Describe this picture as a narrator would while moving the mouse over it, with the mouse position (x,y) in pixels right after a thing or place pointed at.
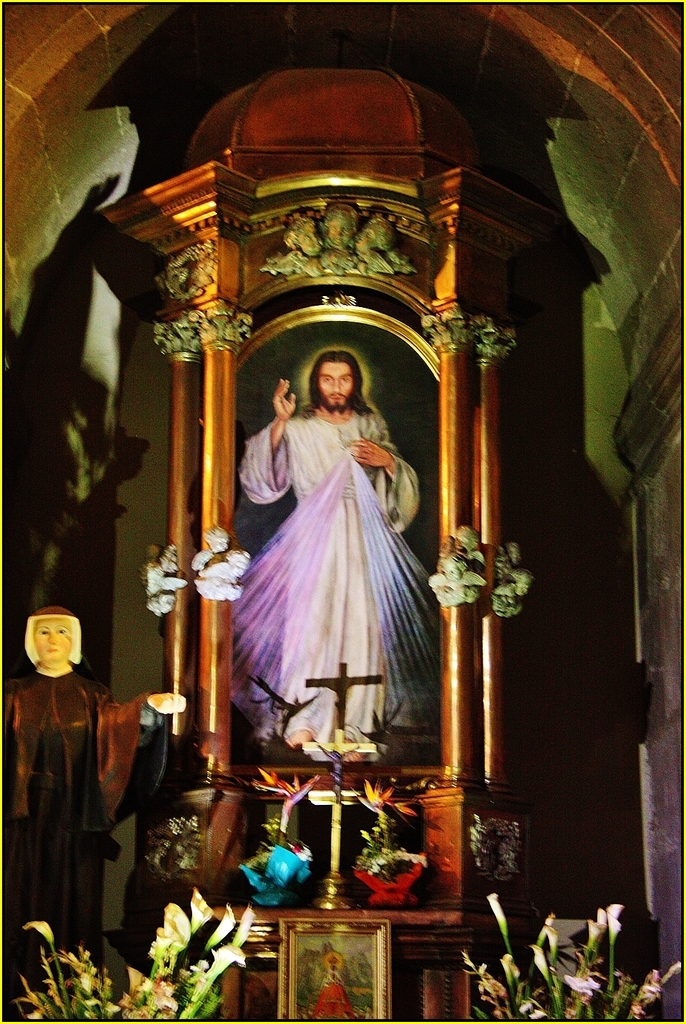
In this image in the front (212,923) there are flowers (195,902). In the center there is a frame (339,958) and on the left side (38,752) a statue (52,743). In the center (451,453) there is a wooden carving (490,559) and there is a photo frame (339,503) and in front of the photo frame (366,567) there are objects (299,870) which are blue and red in colour.
